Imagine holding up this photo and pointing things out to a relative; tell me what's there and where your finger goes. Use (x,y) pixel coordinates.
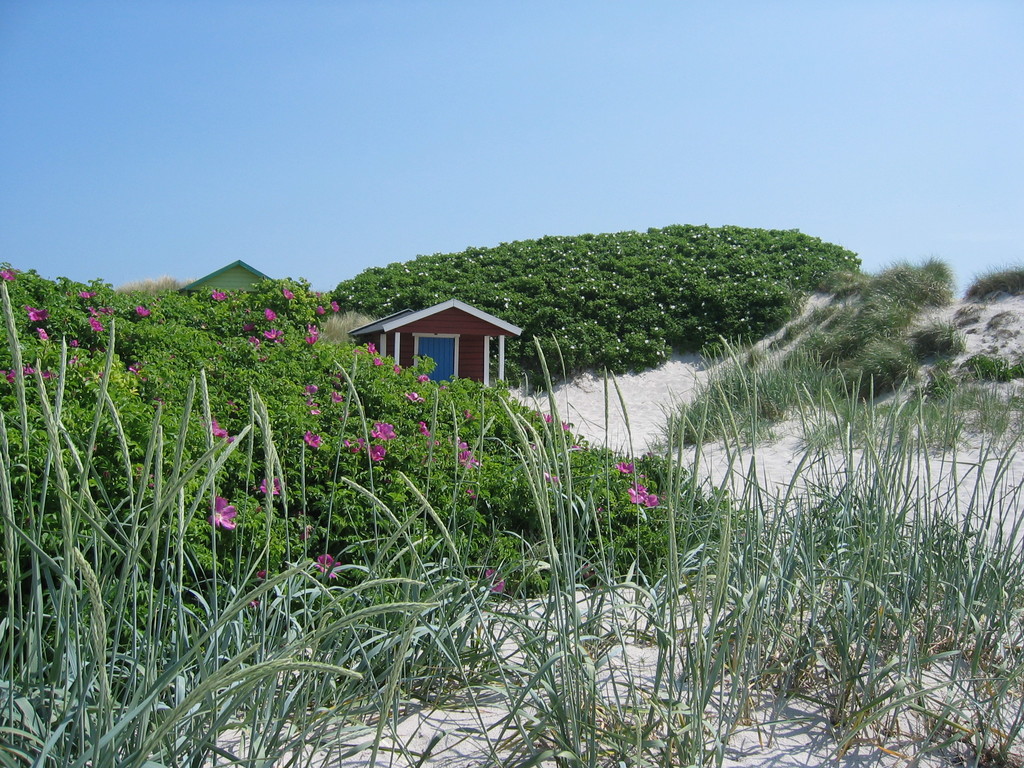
In this image, we can see plants (481,633), flowers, houses (438,343), wall (474,372) and poles (488,355). Top of the image (306,247), there is the sky (416,137).
